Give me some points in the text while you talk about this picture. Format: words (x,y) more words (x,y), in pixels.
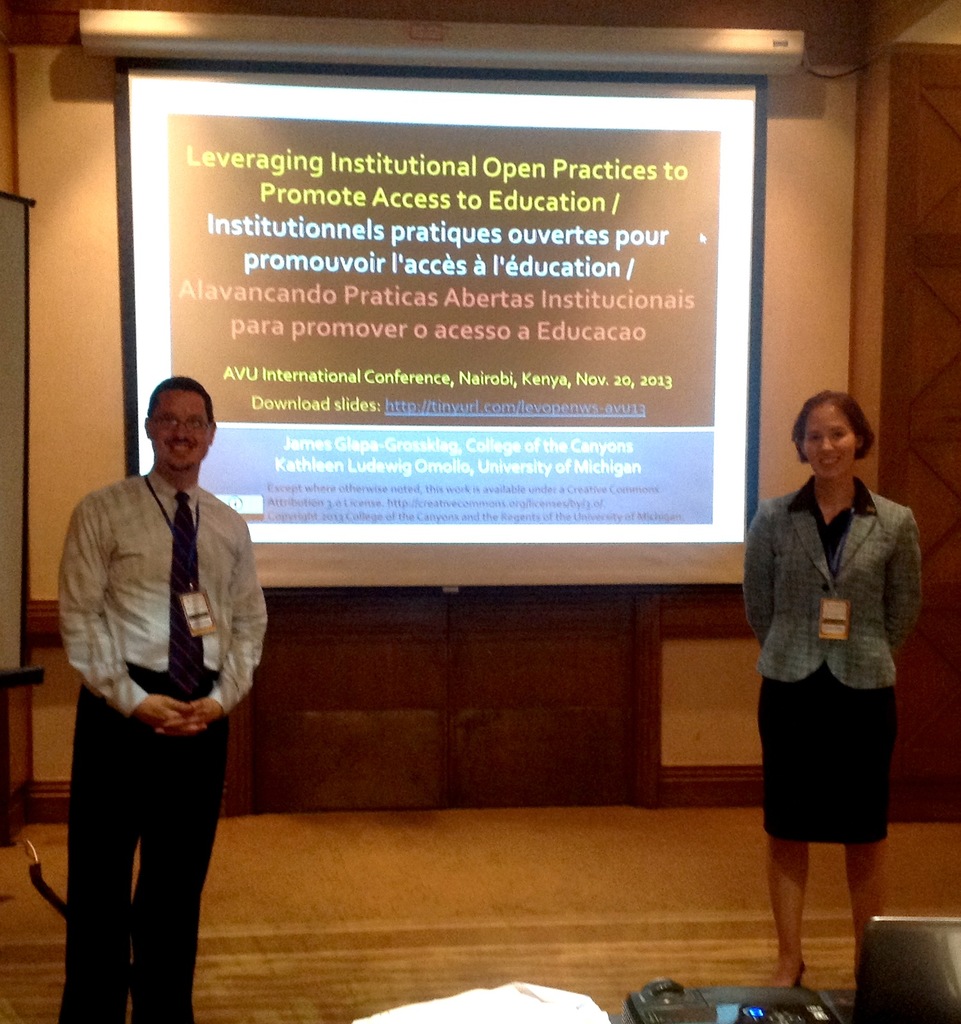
In this picture I can see a man (191,547) and a woman (773,631) standing and smiling. I can see a laptop (917,1003) and some other objects (689,1013). There are projector screens (730,149), and in the background (792,228) there is a wall (813,80).
